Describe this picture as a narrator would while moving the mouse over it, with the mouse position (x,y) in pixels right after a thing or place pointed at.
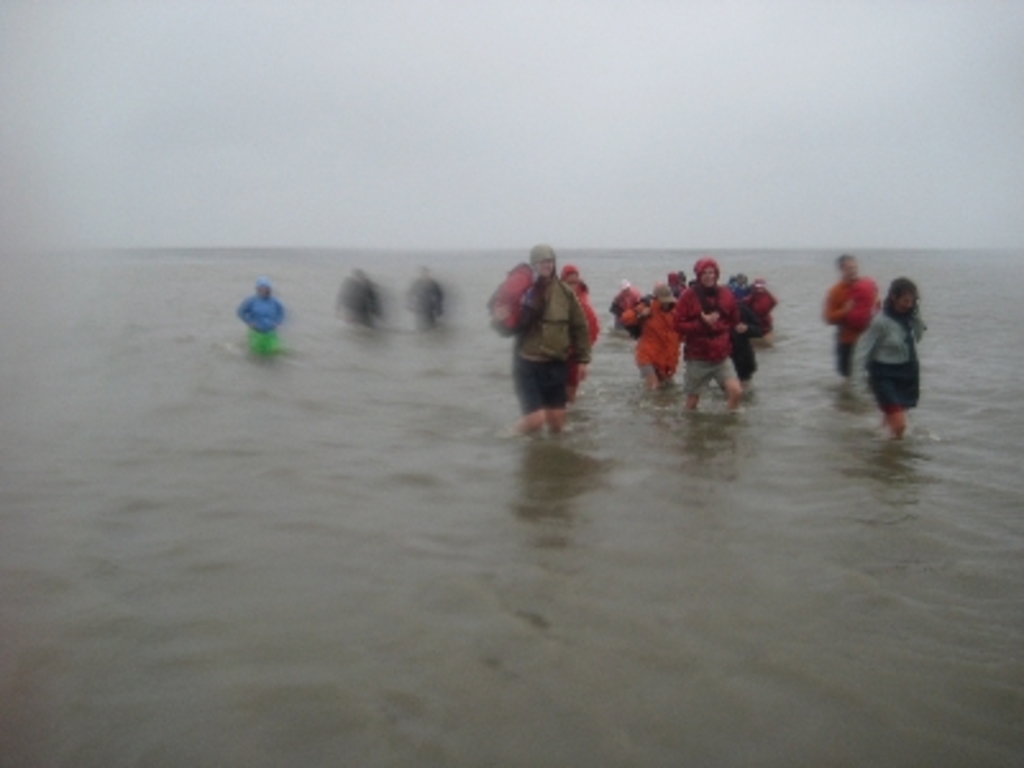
In this picture we can see water (595,616) at the bottom (608,607), there is the sky (424,55) at the top of the picture (576,63), we can see some people (621,322) are walking in the water (86,316).
